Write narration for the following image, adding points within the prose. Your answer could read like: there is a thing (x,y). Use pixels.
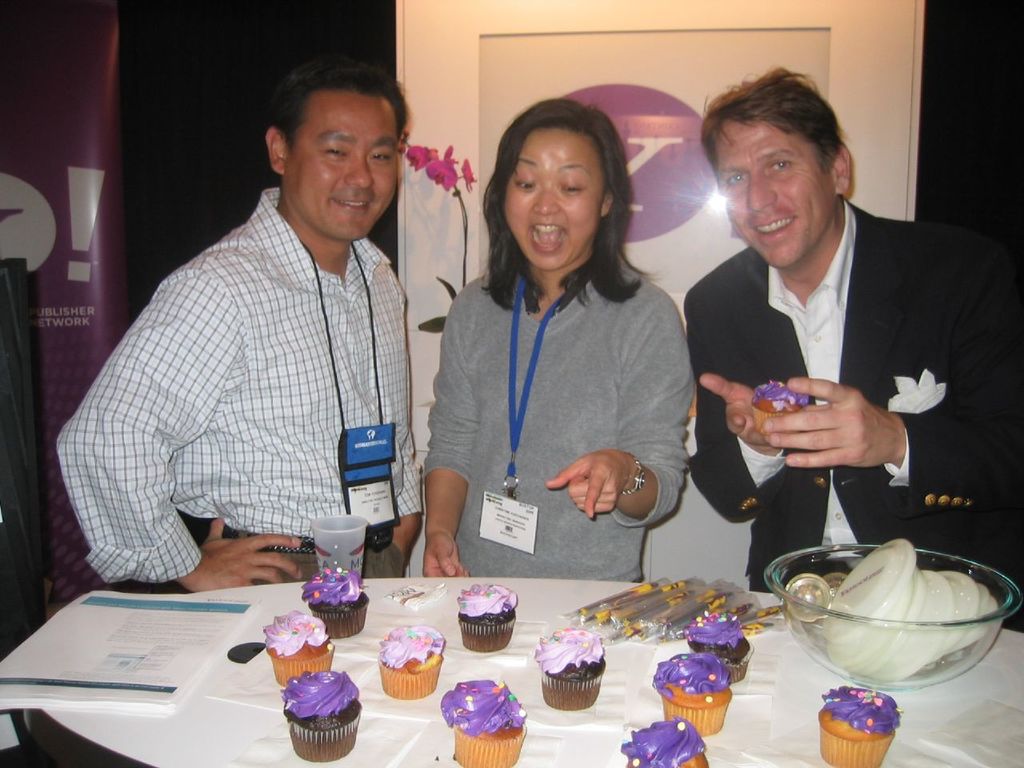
There are two men (351,345) and one woman (527,393) standing and smiling. This is the table (213,740). I can see a glass bowl (821,638) with plates (896,606), cupcakes (575,673), papers (152,699) and few other objects (610,619) on it. This looks like a board (622,50). At the left side of the image (80,206), that looks like a banner (72,245).
